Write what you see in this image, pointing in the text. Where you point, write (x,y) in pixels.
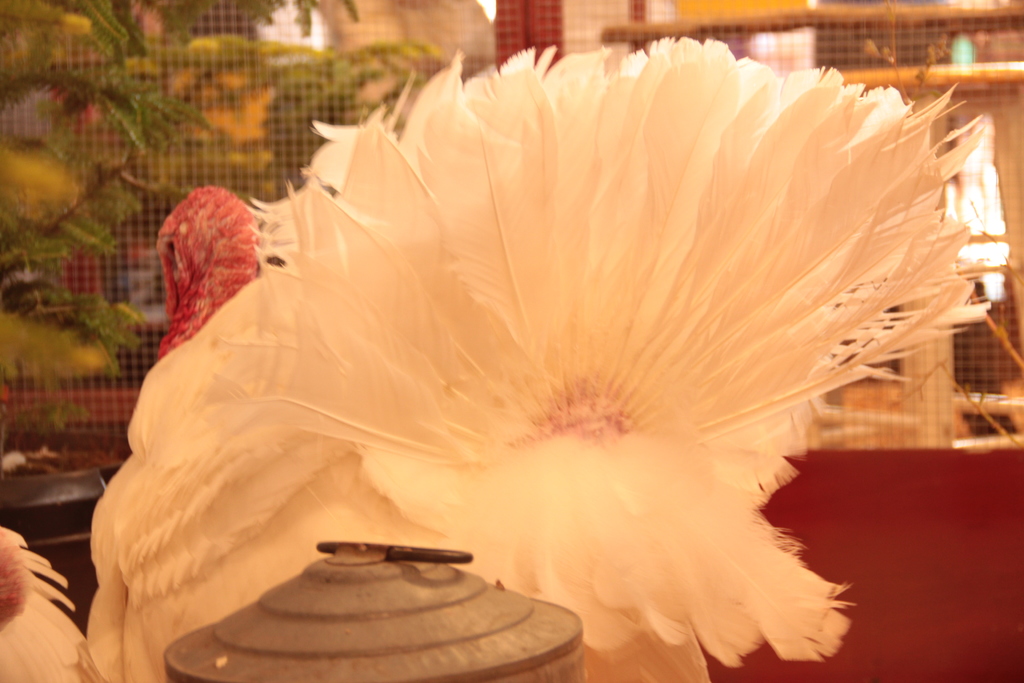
In the center of the image (677,418) There is a white color bird (238,548). At the bottom of the image (281,608) there is some object (219,640). In the background of there is a net (415,45) and there are some plants (53,153).
